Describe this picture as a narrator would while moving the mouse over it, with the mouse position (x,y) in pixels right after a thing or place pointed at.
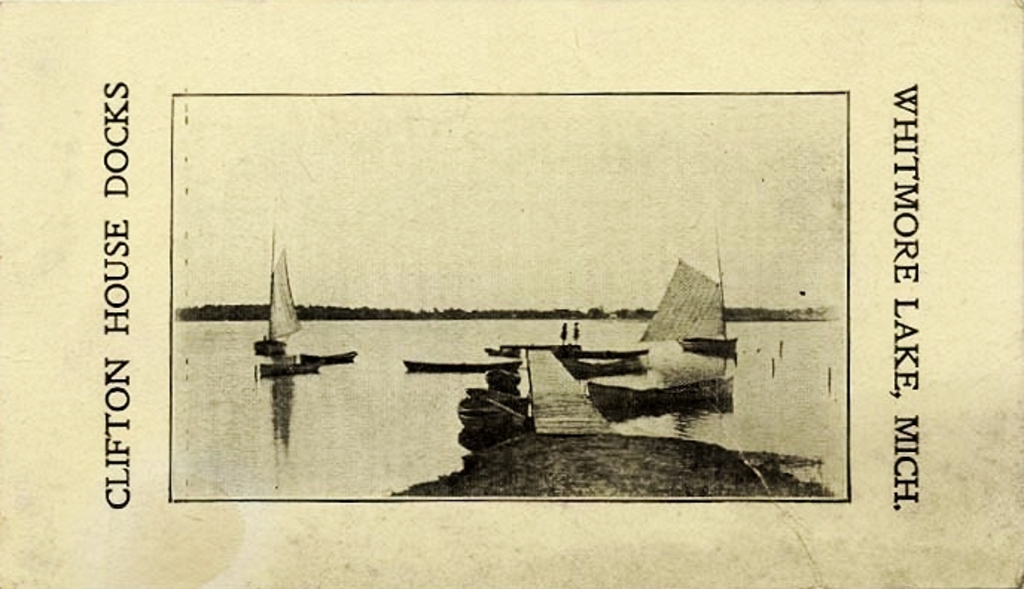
This is a black and white image. In the middle of the image (400,323) we can see a picture (520,263) and text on the left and right. In the picture (622,244) we can see trees (363,318), water (418,404), boats (500,375) and a walkway bridge (534,382).
